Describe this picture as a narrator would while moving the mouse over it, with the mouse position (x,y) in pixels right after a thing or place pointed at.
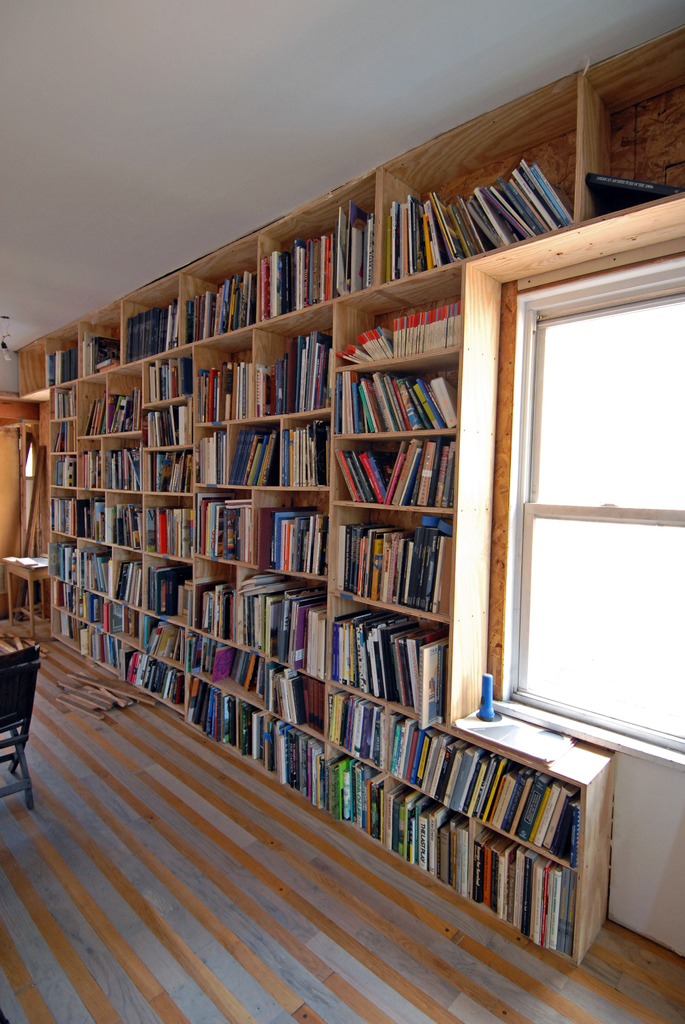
On the right side of the image (516,685) there is a glass window (519,485) and there are books (131,467) in the wooden shelves (25,386). Beside the shelf (40,367) there is a table (33,574). At the bottom of the image (165,952) there is a floor (213,912) and we can see a chair (0,658).
